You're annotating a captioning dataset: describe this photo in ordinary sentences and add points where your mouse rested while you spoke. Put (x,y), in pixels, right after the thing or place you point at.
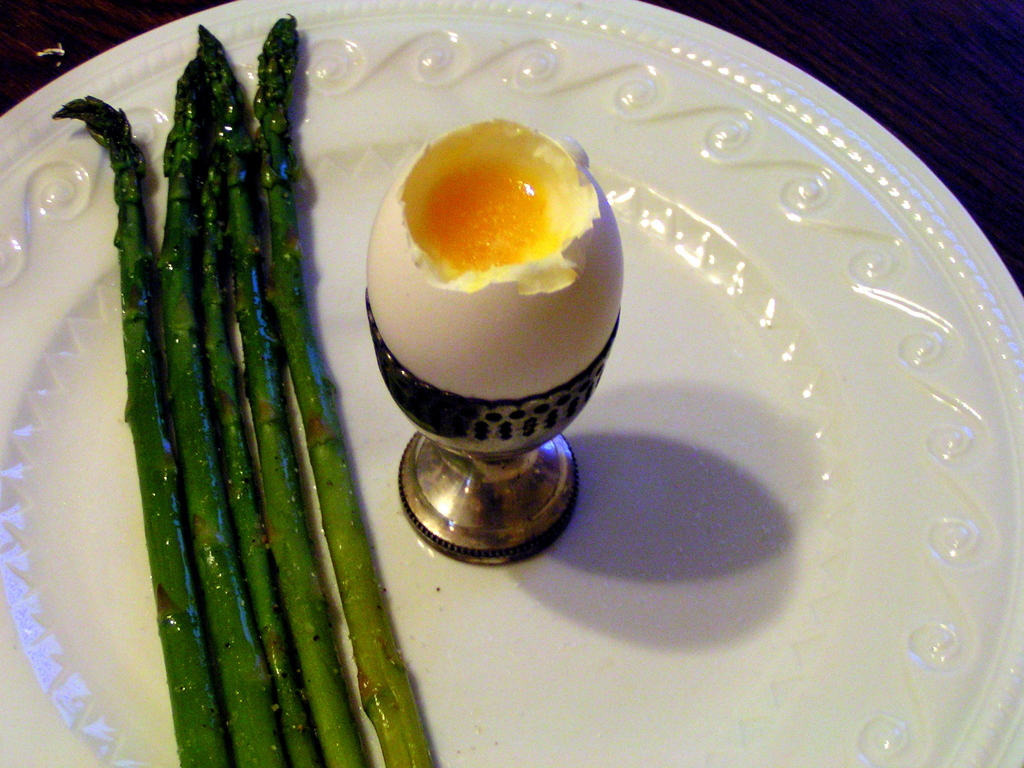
In the image we can see in a plate (756,439) there is a boiled egg (453,358) kept on the stand (509,462) and beside there is an edible item (211,449) which are fried and kept on the plate (598,691).
